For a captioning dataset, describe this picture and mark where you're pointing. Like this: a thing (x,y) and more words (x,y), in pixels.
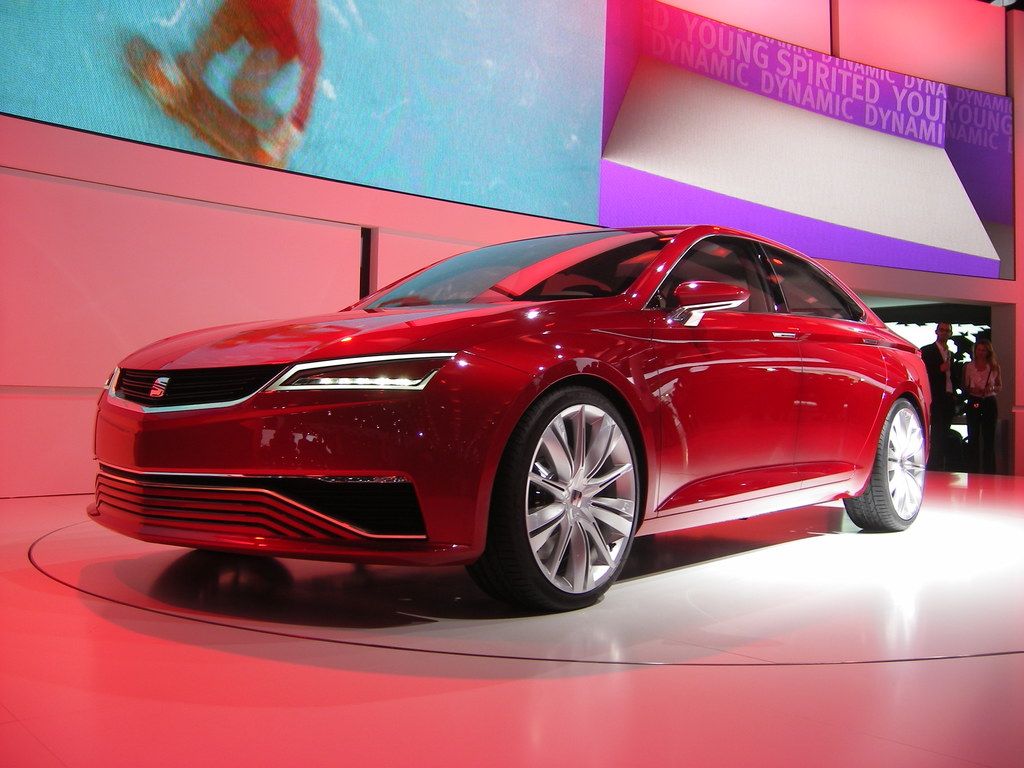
In this picture we can see a car (213,374) on the floor (310,713) and in the background (865,301) we can see two people (979,373) standing, wall (914,69), some objects (436,63).
